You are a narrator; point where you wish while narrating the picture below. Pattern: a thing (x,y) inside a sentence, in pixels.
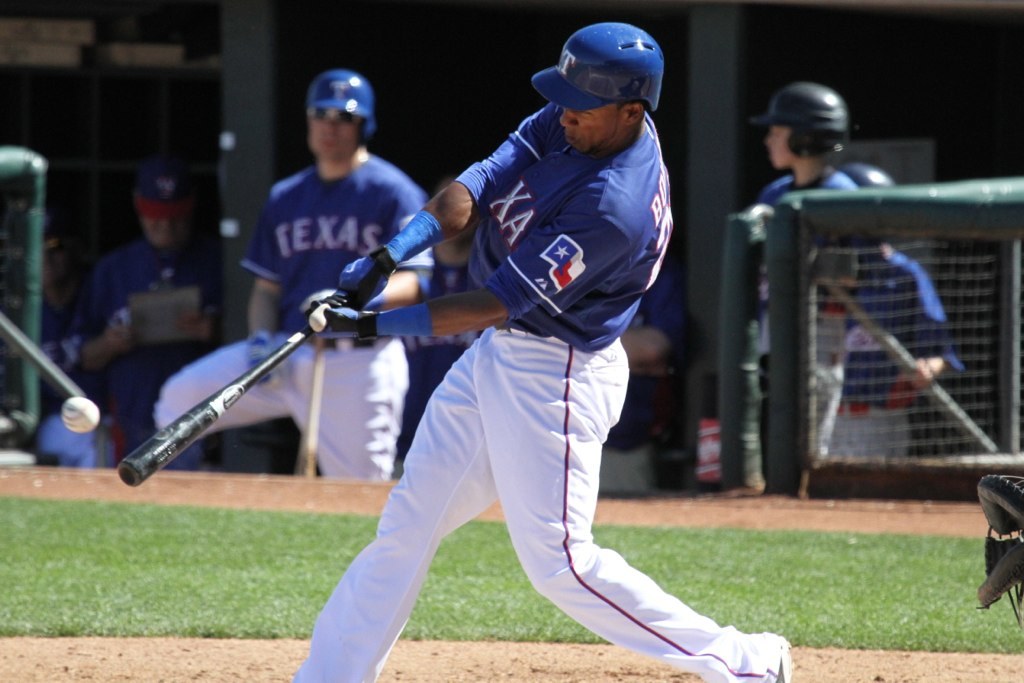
In this picture we can see a man (446,485) wore a helmet (596,53), gloves (385,276) and holding a bat (126,478) with his hands (357,257) and in front of him we can see a ball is in the air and in the background (360,543) we can see the grass (493,543), fence (853,431), some people (789,183), pillars (257,191) and some objects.
